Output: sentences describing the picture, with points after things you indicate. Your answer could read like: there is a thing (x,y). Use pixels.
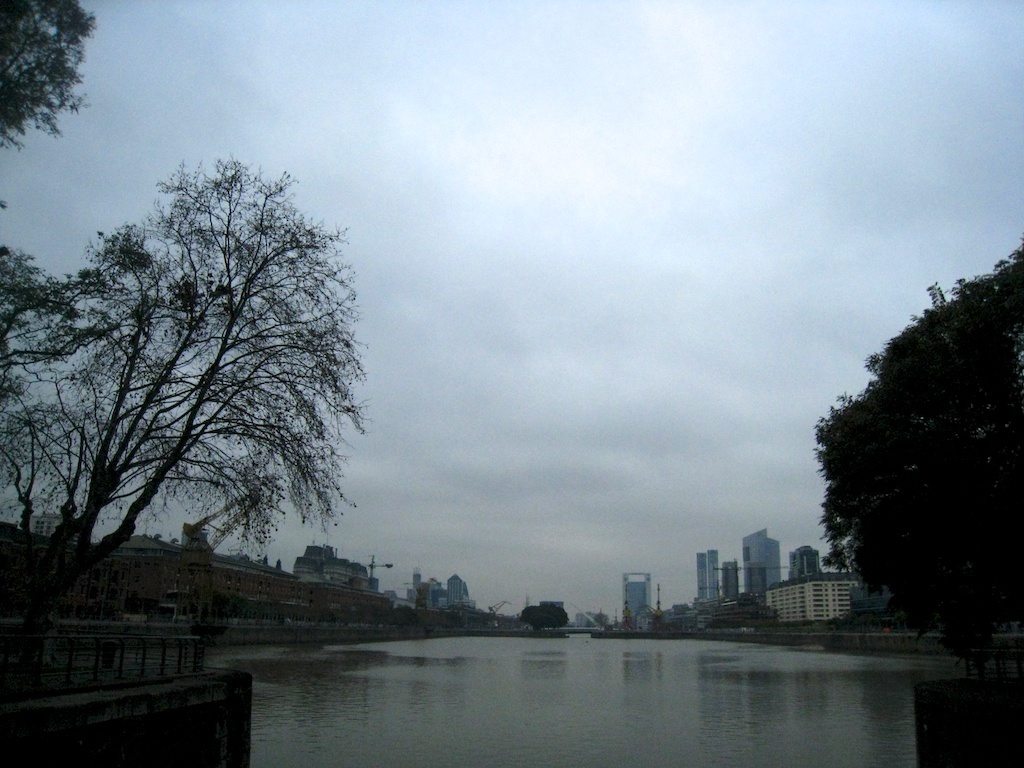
In the image in the center (342,499) we can see water (583,736), trees (988,506), fence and wall (150,700). In the background (379,289) we can see the sky (607,131), clouds (617,123), buildings (84,589), poles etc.
